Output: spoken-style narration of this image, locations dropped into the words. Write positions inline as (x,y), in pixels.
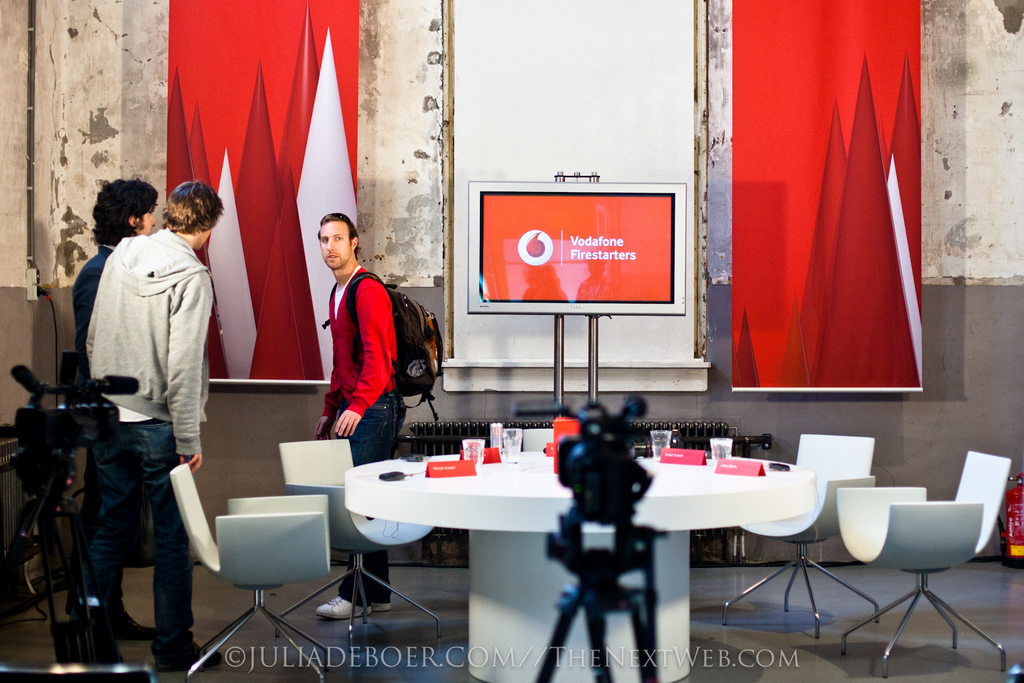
This is a picture taken in a room (753,384), there are three people (151,316) standing on the floor (372,642). In front of the people (336,361) there is a white color table (462,486) on the table (486,488) there is a name board (460,469), glasses (501,447). On the floor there are the two cameras (567,480) background of this people (343,334) is a wall (392,155) and a hoardings (319,216).
